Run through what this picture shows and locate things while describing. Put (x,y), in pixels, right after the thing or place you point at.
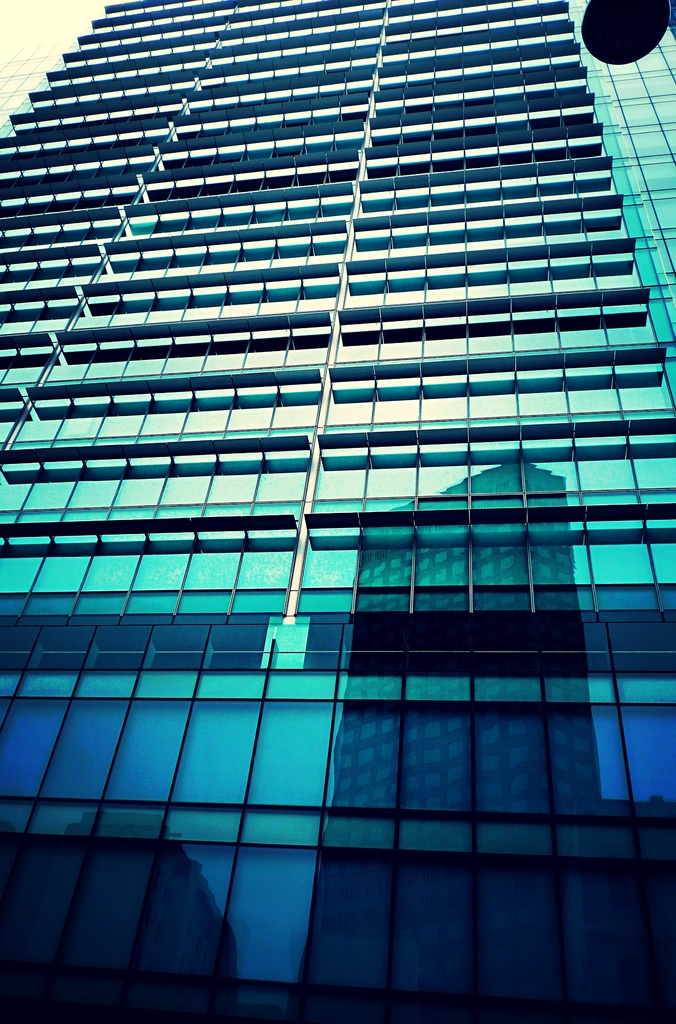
In this picture we can see a building (251,526). At the bottom of the image (376,780) we can see the reflection (443,771) of the buildings (348,768).
